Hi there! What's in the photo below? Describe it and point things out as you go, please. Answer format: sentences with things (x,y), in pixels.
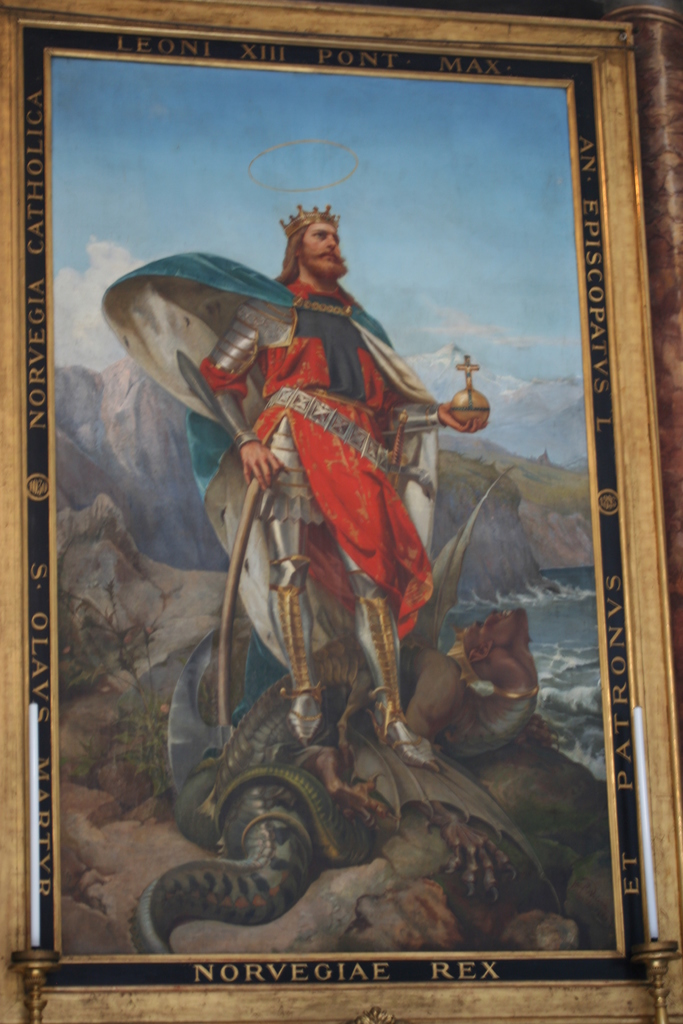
A picture (459,824) with frame (18,52). In-front of this frame (663,844) there are candles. This man (324,513) is holding objects (256,502). Here we can see water (556,606). Sky (112,260) is cloudy.
